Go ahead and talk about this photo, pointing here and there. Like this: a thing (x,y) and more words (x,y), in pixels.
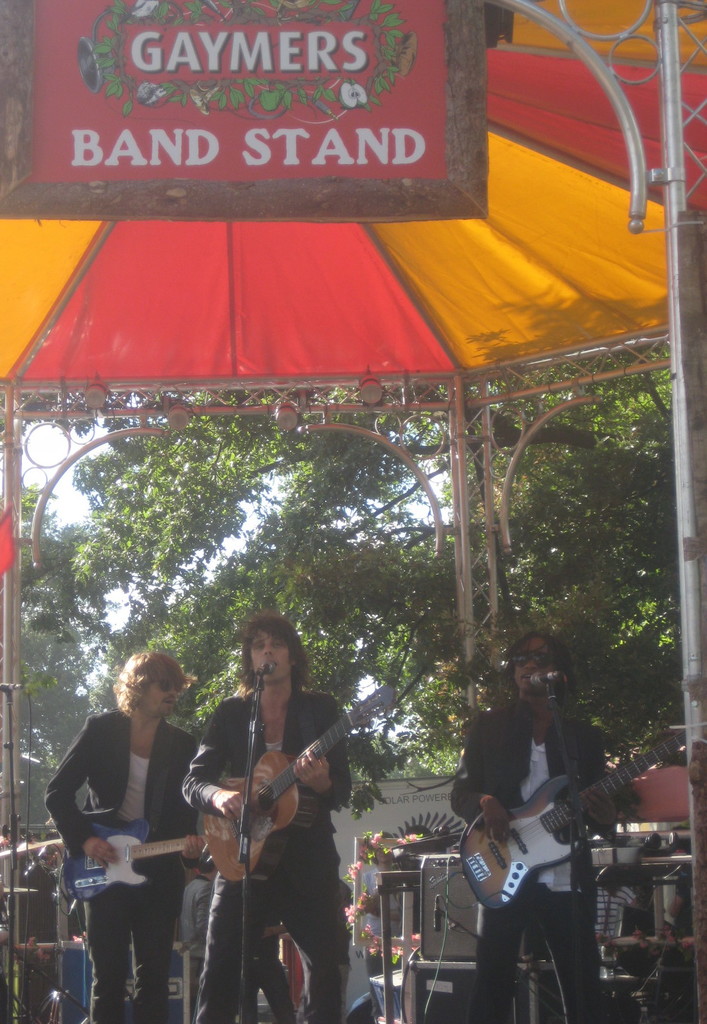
It is an outdoor picture where three people (488,777) standing in the middle of the picture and the middle person (252,903) is holding a guitar (278,809) and singing a song in the microphone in front of him and in the left corner of the picture (90,788) one person (92,855) is holding a guitar (94,889) and wearing coat (98,782) and at the right corner of the picture (553,900) and the person (523,752) is wearing coat (515,757) and playing the guitar (528,867) and back side of them there are trees (380,582) and these three people (272,698) are under the tent house (436,343) and there is one board (375,183) written text (122,152) is on that.
